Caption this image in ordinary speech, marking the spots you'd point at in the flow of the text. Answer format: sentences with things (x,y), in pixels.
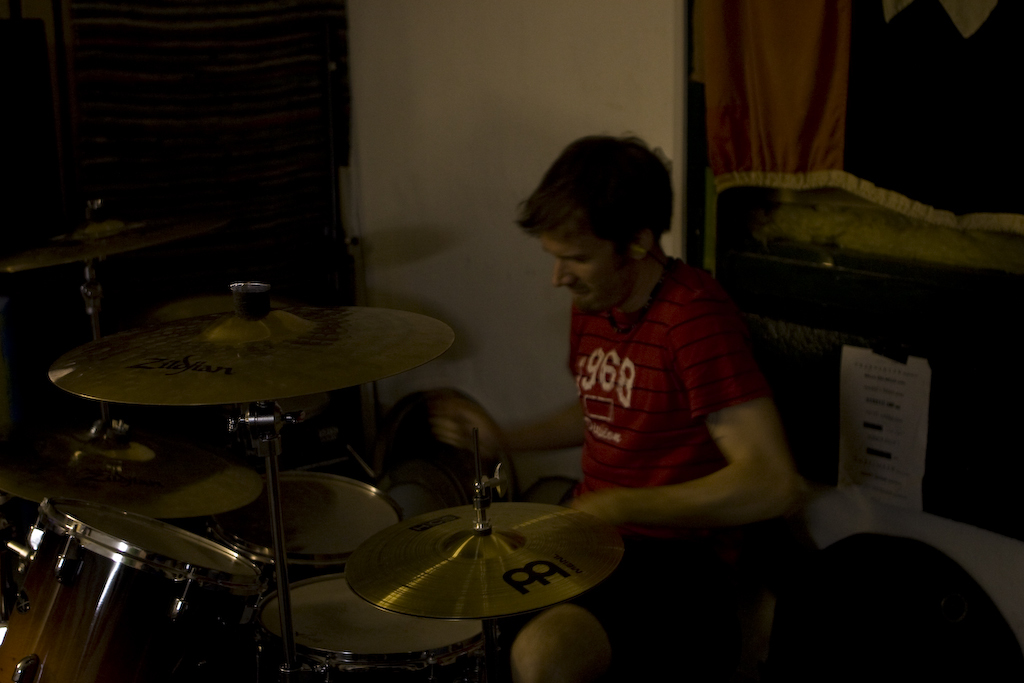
In this picture, I can see a man (637,353) seated and playing drums (118,469) and we can see a cloth (760,56) to the window (798,203) and a paper (898,412).
